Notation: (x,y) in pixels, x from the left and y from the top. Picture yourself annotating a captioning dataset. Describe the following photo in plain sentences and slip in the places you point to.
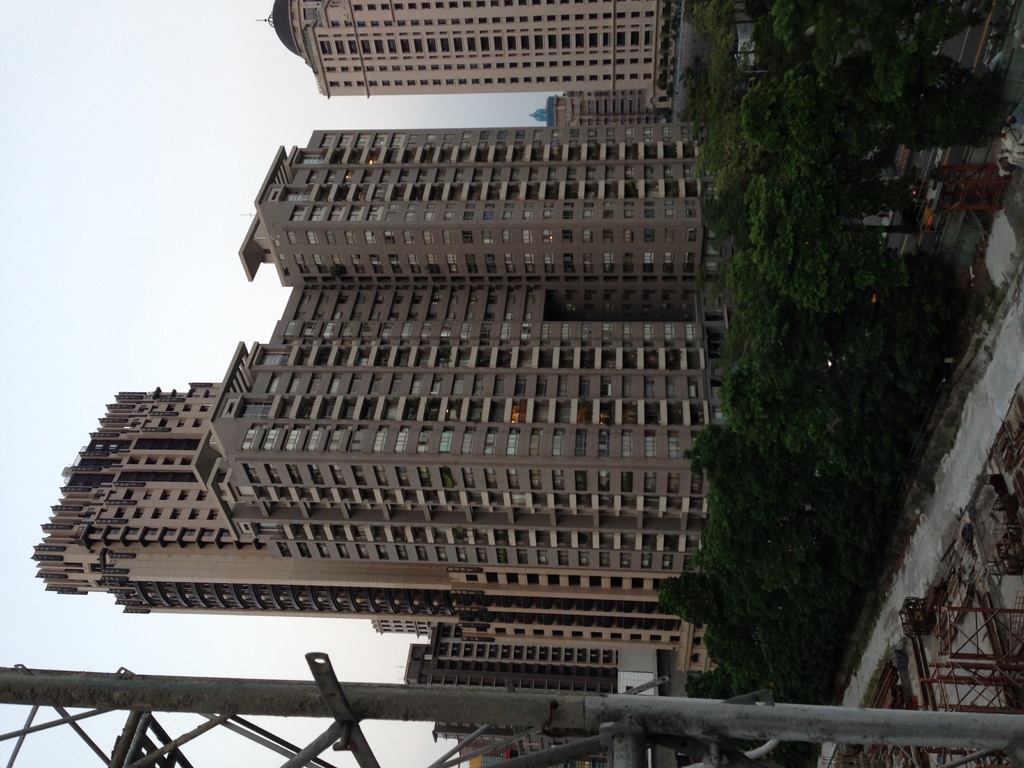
In this image there are trees (798,315), buildings (688,375), there is a pole (339,689), there are roads (1002,335) and there are objects (984,596) on the ground (985,367) and the sky (45,225) is cloudy.
